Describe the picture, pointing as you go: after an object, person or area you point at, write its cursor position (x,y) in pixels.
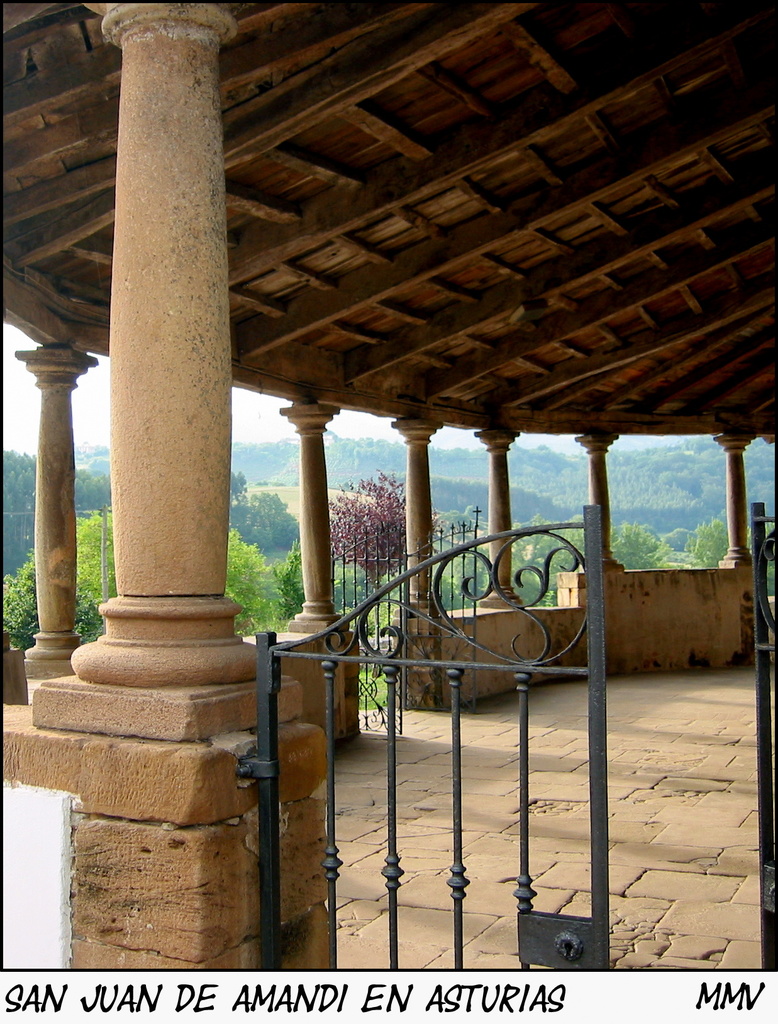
In this image I can see there is an iron gate (774,844) in black color and at the back side (270,549) there are trees (383,523). It is the construction (351,337).
